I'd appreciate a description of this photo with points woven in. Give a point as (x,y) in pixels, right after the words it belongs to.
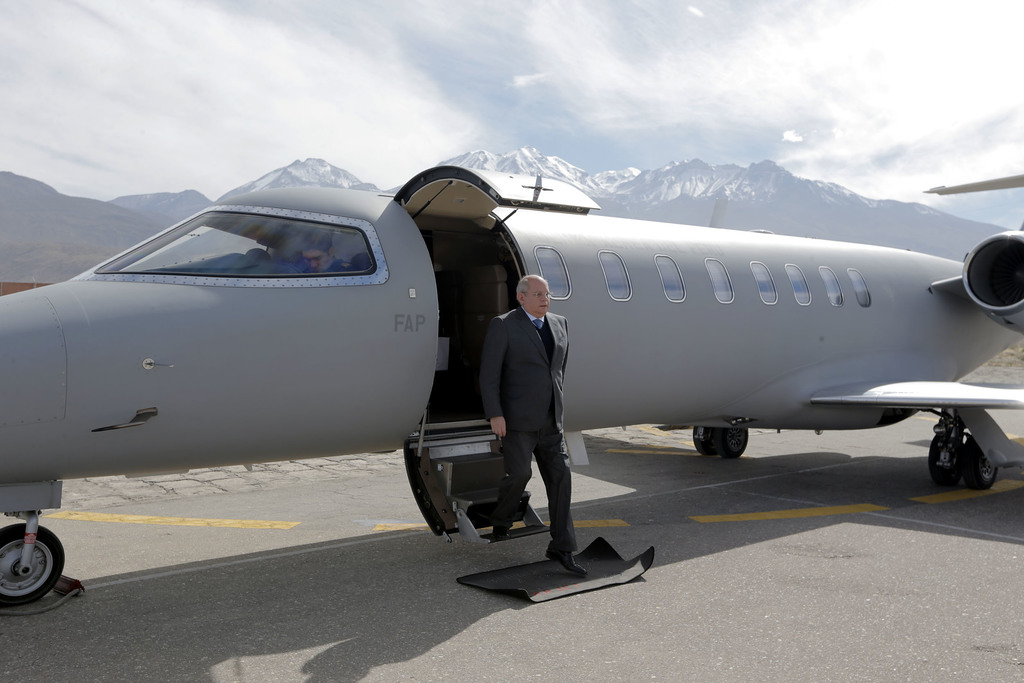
In this image there is a person (559,553) exiting from the plane (662,268). In the cockpit (277,272) there is a pilot (311,249). In the background of the image (50,231) there are mountains (784,184) and sky (739,49).
